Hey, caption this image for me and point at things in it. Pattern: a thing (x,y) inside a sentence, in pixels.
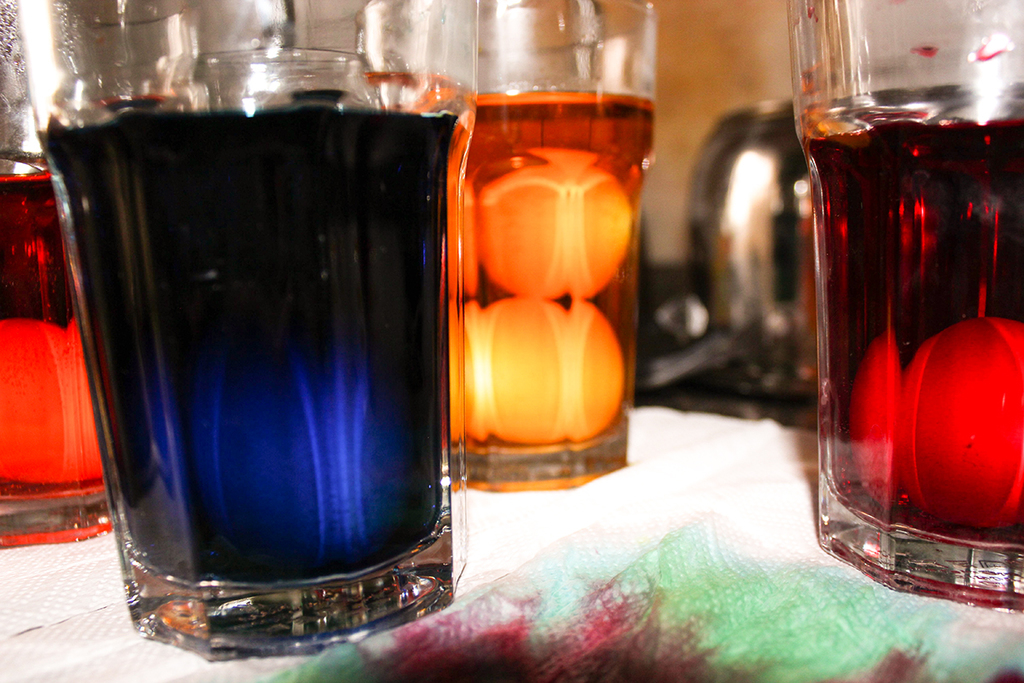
This image consists of few glasses (497,299). In which there are eggs (575,267) in dye of different colors. At the bottom (410,661), there is a table (570,648) covered with a cloth (871,655).
